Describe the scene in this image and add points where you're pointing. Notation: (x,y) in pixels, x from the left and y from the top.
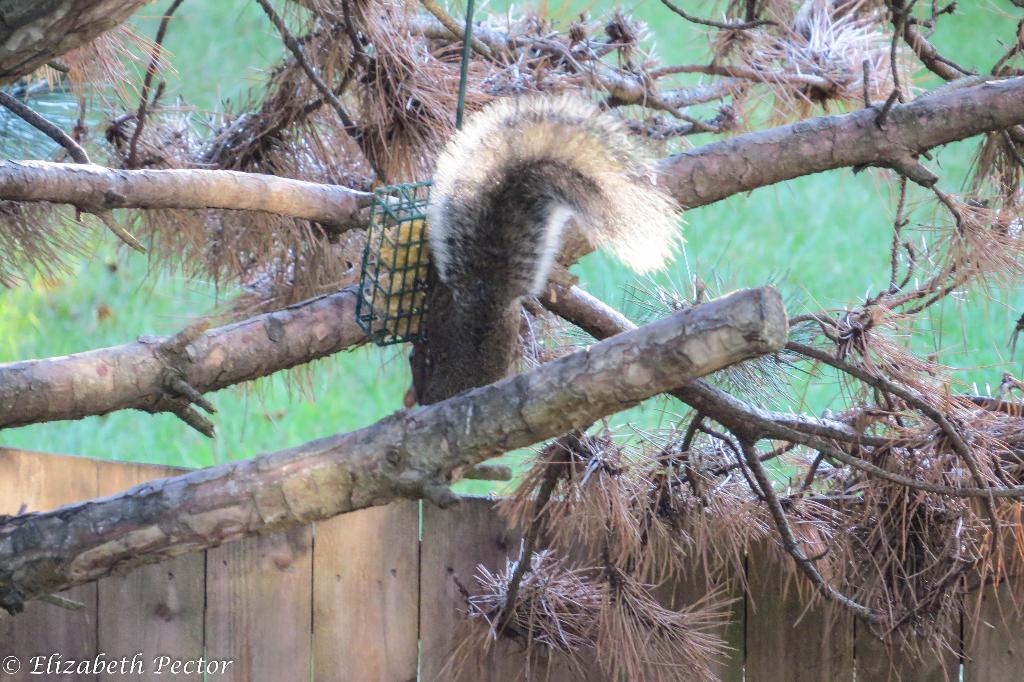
In this picture, we can see a squirrel (549,215) on the trees (361,203), and we can see the trees (597,446) and some object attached to the tree (352,254), we can see the wooden fencing (173,649), we can see the background (48,353).
